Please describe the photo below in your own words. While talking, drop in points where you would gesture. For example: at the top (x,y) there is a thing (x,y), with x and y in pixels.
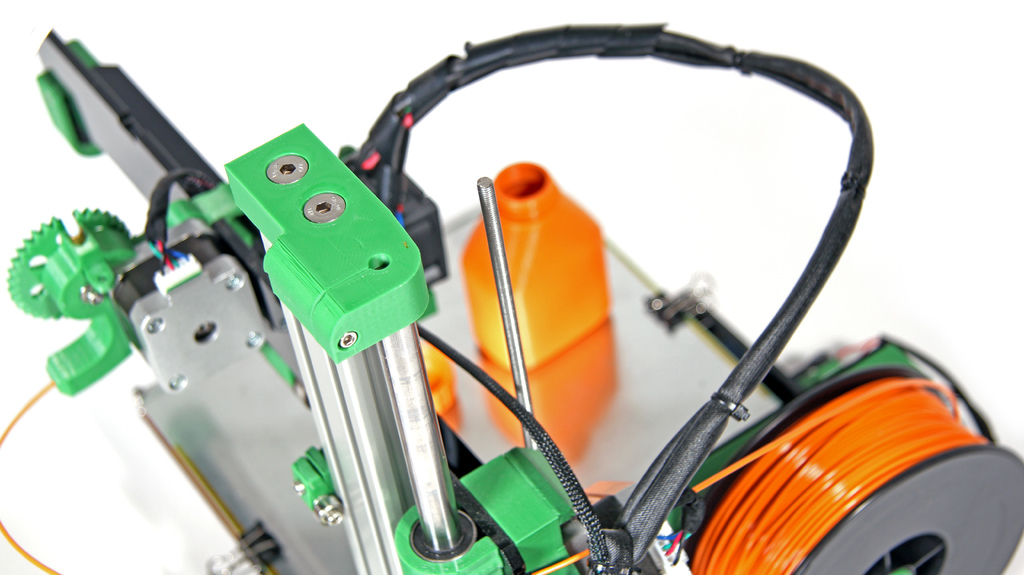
In this image, we can see a machine (263,223) and bottle (589,280) on the white background (580,266).
